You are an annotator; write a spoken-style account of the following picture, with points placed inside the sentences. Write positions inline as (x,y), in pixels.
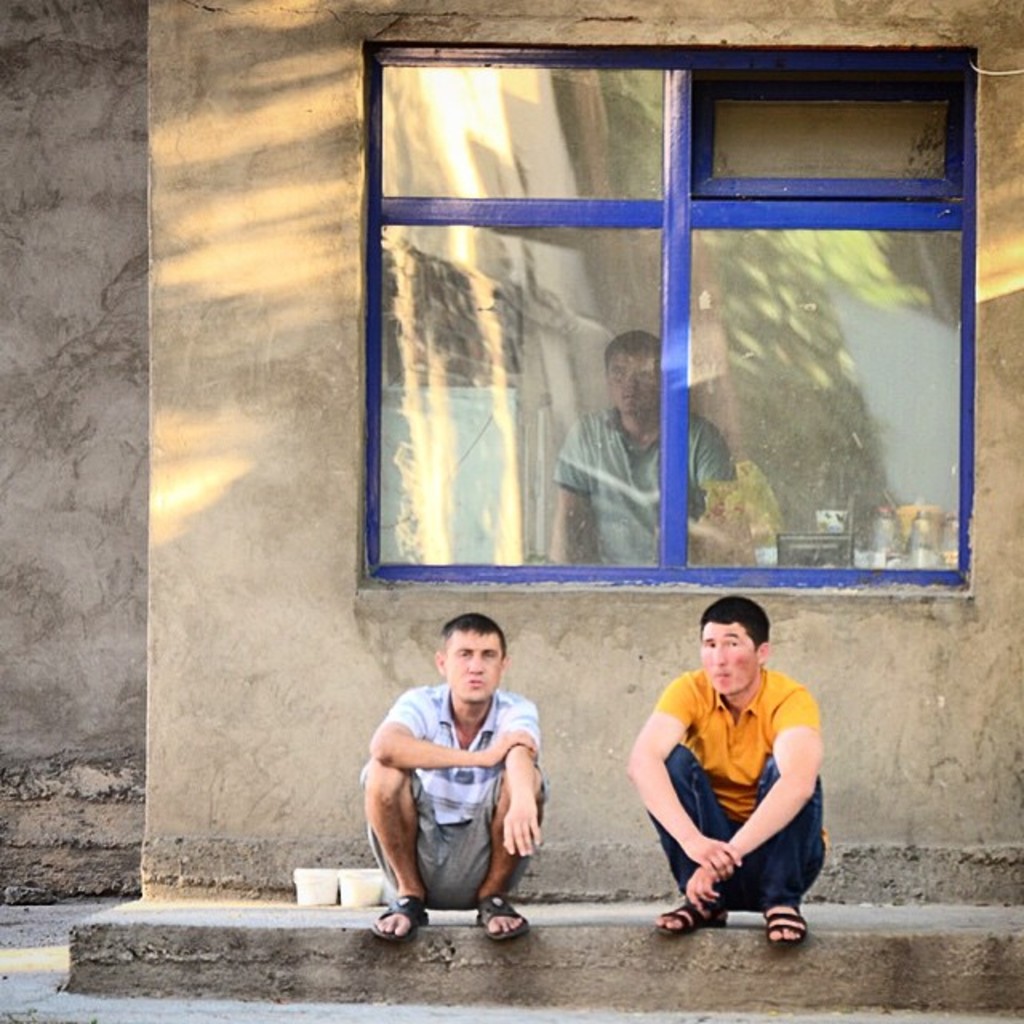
In this image I can see two men (459,880) are sitting on the floor (571,907). In the middle (409,364) it is a glass window (702,406).
